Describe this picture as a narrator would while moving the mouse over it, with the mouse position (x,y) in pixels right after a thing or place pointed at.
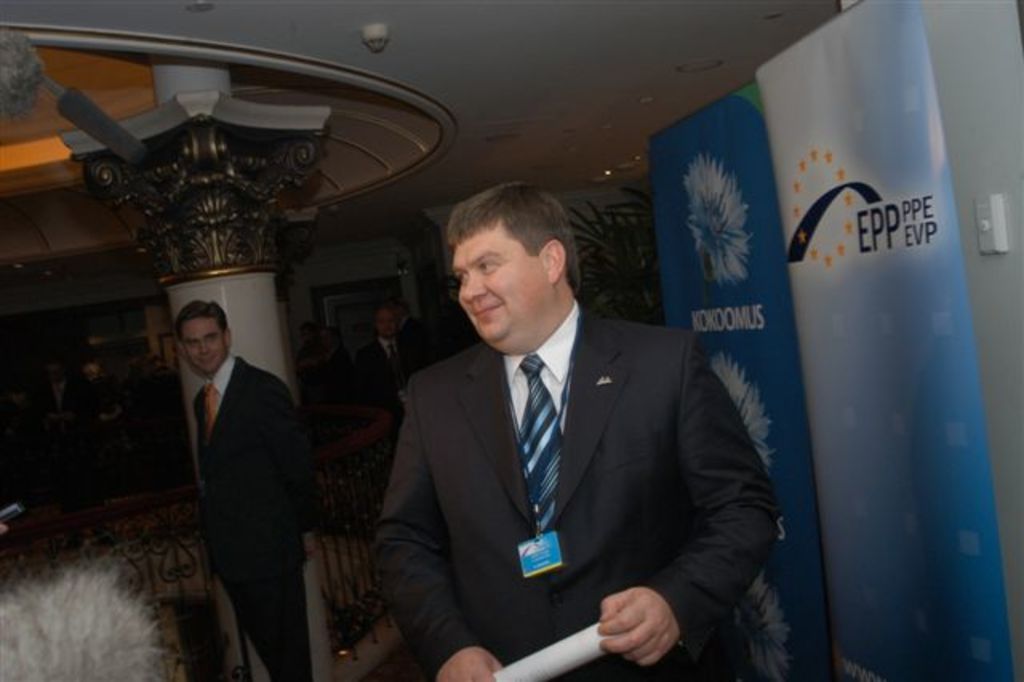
In the foreground of this image (579,546), there is a man (579,546) wearing suit (582,574) and holding a paper (584,651) in his hand (624,648). In the background (894,459), there are posters (743,217), few persons (387,345) standing, railing (178,528), ceiling (417,106), lights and few mics (102,112).
